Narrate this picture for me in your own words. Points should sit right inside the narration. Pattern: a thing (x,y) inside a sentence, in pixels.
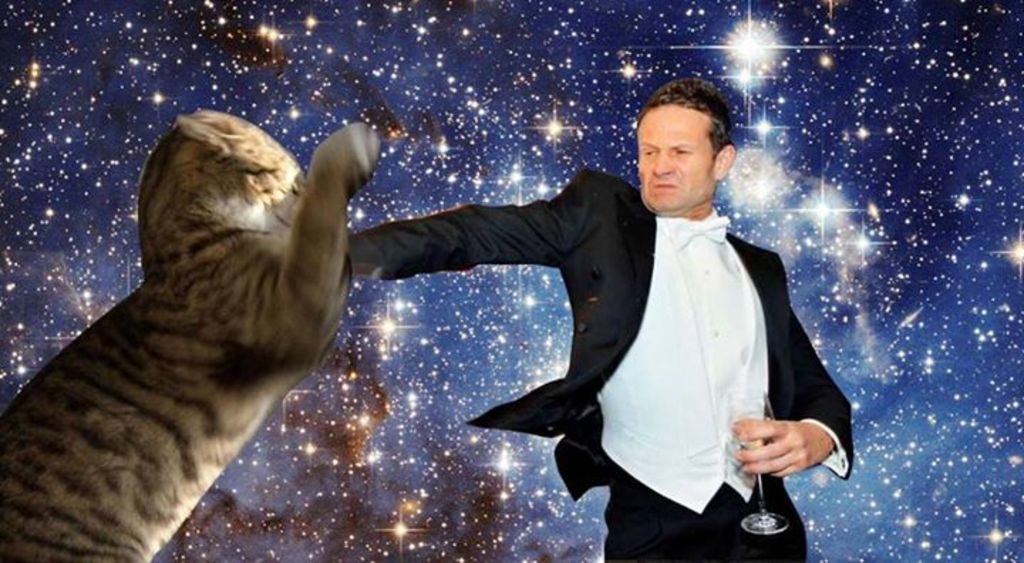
This is an edited image. Here I can see a man (665,275) wearing black color suit (582,268), white color shirt (675,331), standing, holding a wine glass (750,416) in the hand (761,447) and fighting with an animal (214,252). In the background (793,114), I can see the stars (889,131).
